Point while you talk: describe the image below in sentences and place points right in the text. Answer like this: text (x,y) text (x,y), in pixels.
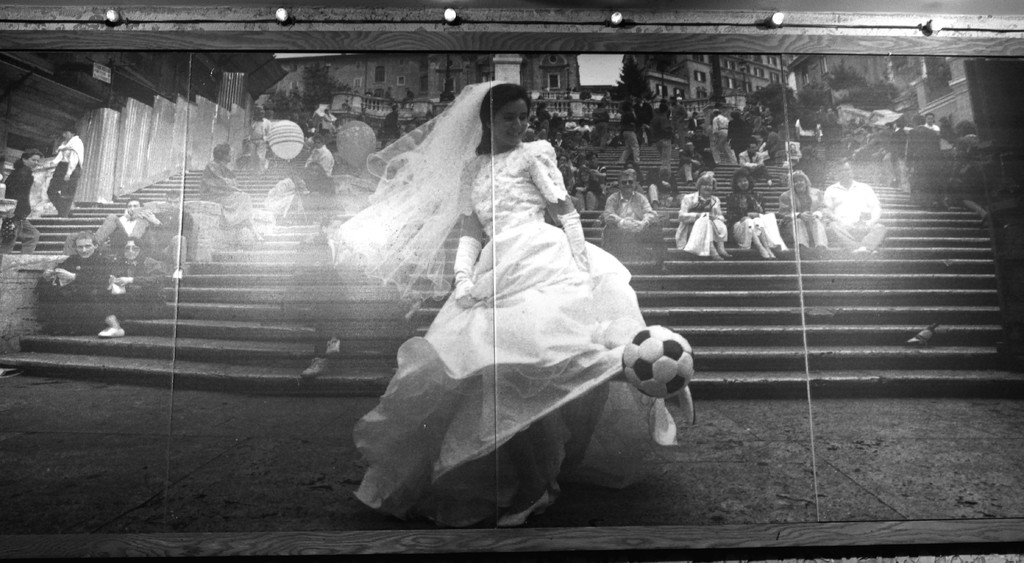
In this picture we can see a woman (376,493) on the ground (836,435), in front of her we can see lights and a glass object (487,458), here we can see a ball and in the background (798,347) we can see a group of people (718,253), steps (791,333), trees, buildings (1014,71) and some objects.
